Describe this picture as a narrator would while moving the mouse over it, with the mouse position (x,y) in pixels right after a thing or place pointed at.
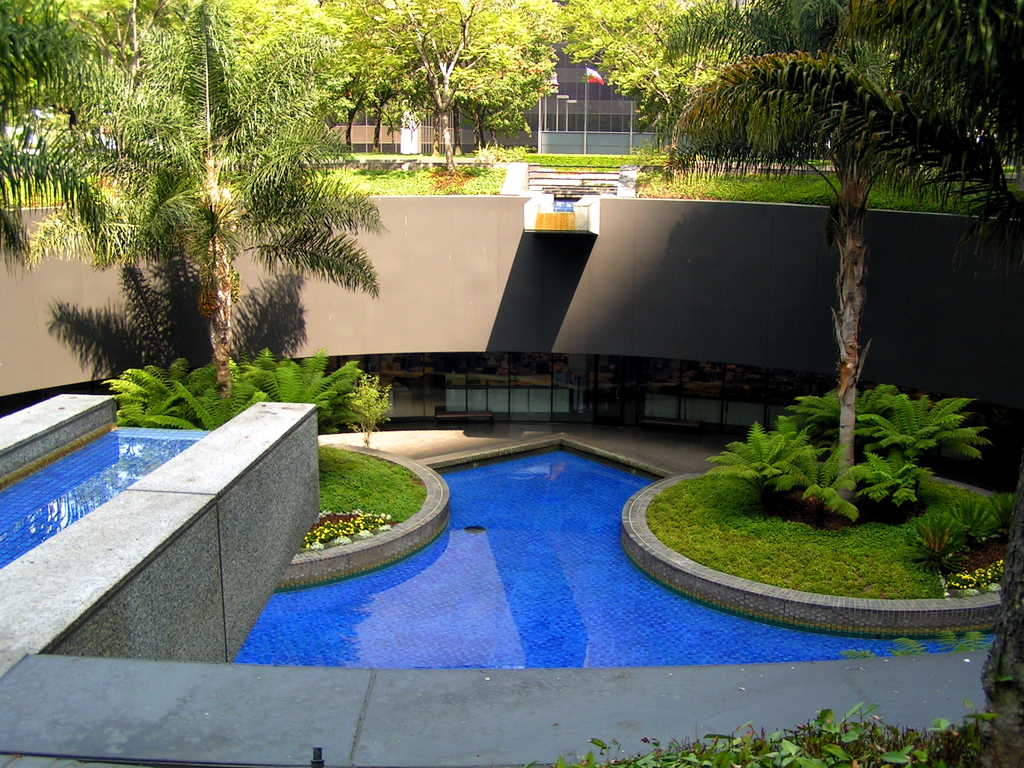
In this image we can see building (605,126), trees (483,33), stairs (547,167), bushes (591,162), plants (329,472), flowers (315,537) and a swimming pool (457,539).
